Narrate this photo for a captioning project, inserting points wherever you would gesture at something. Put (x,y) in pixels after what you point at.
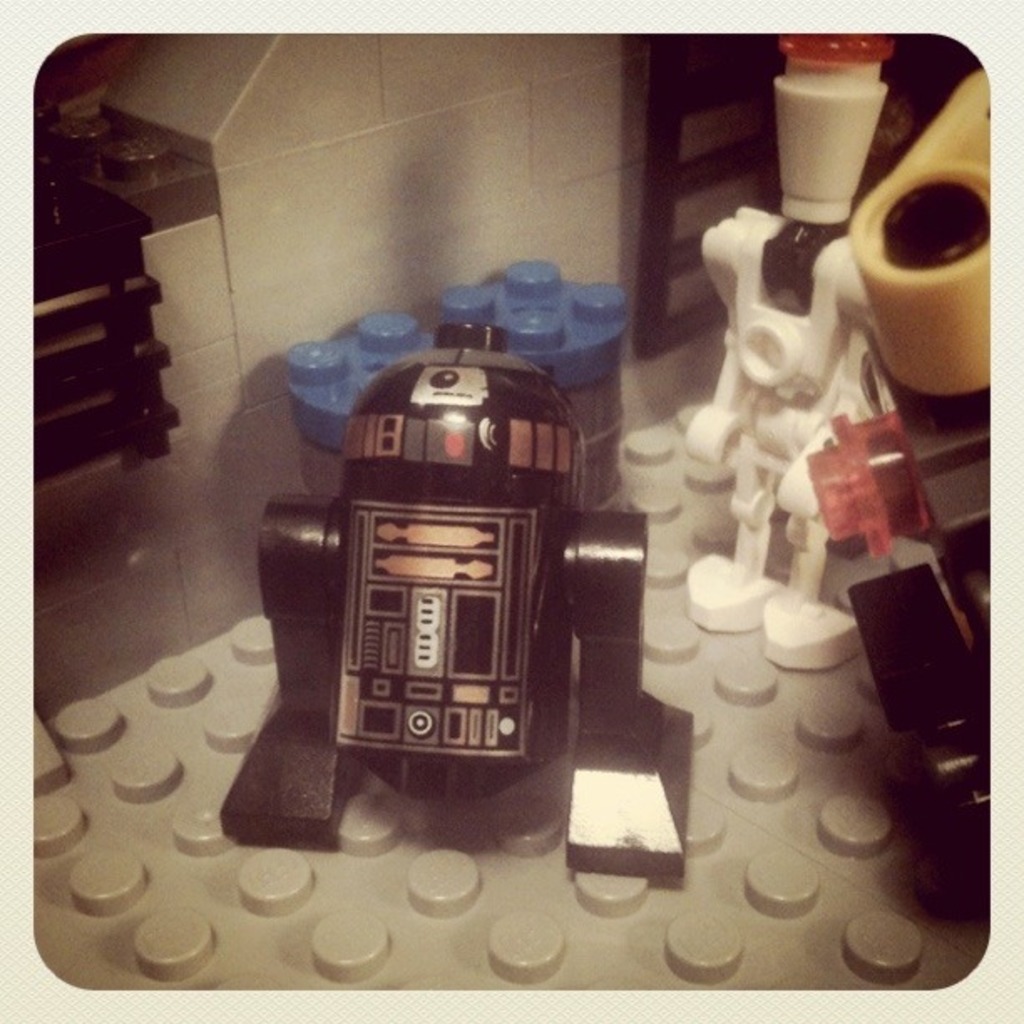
In this picture I can see in the middle (538,511) there is a toy (476,743) in black color, on the right side (744,618) there is another toy (775,442) in white color. At the bottom (383,846) there is the plastic thing (328,884) in grey color.
